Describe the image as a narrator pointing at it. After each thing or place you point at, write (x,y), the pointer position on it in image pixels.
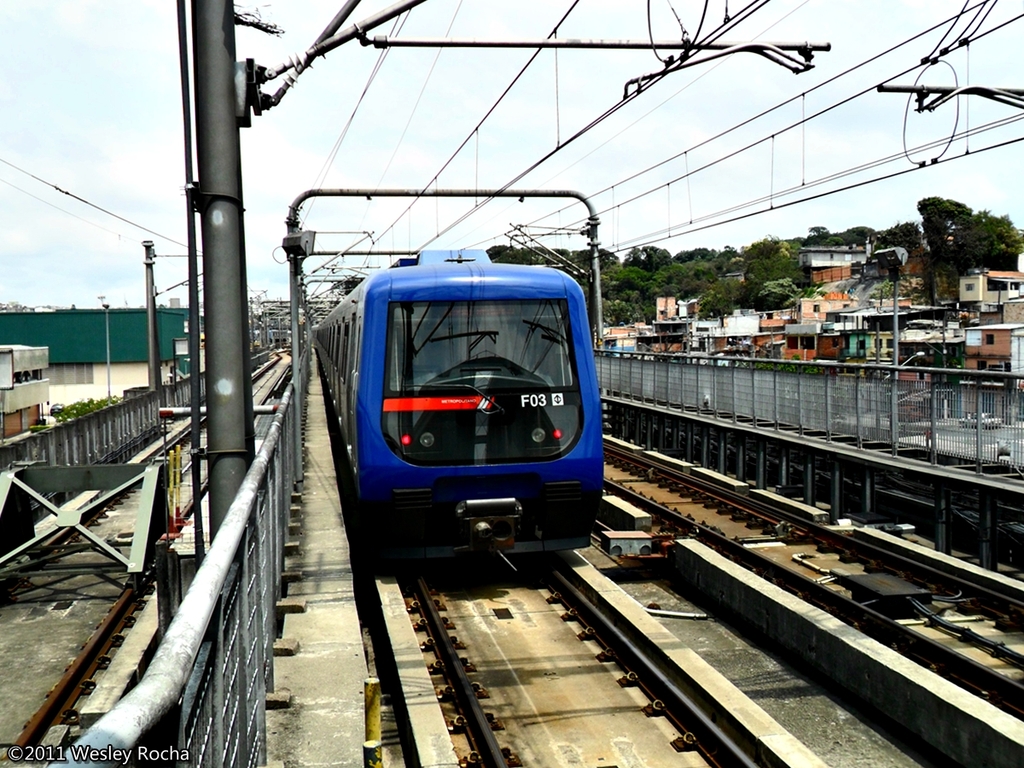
There is a blue color train (492,444) on the railway track (476,627). On the train (524,405) there is something written. On the left side (241,558) there are railings (216,576), poles (205,456) and buildings (53,338). And on the right side (836,564) there is a railway track (800,534), railings (790,429), buildings (807,324), trees (771,272) and poles (894,264). And there are electric wires (685,87) above the train (511,411).
